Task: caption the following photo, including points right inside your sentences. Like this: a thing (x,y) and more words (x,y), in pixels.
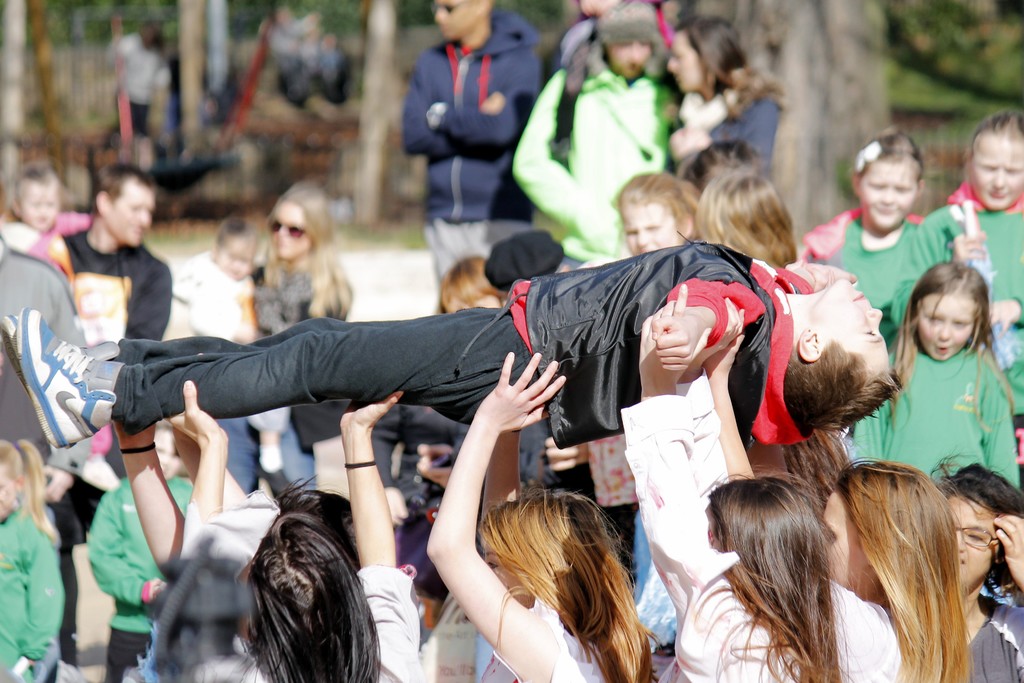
In this image there are group of people (971,415) standing in which some of them are lifting a person (16,330) behind them there are trees (992,88).
